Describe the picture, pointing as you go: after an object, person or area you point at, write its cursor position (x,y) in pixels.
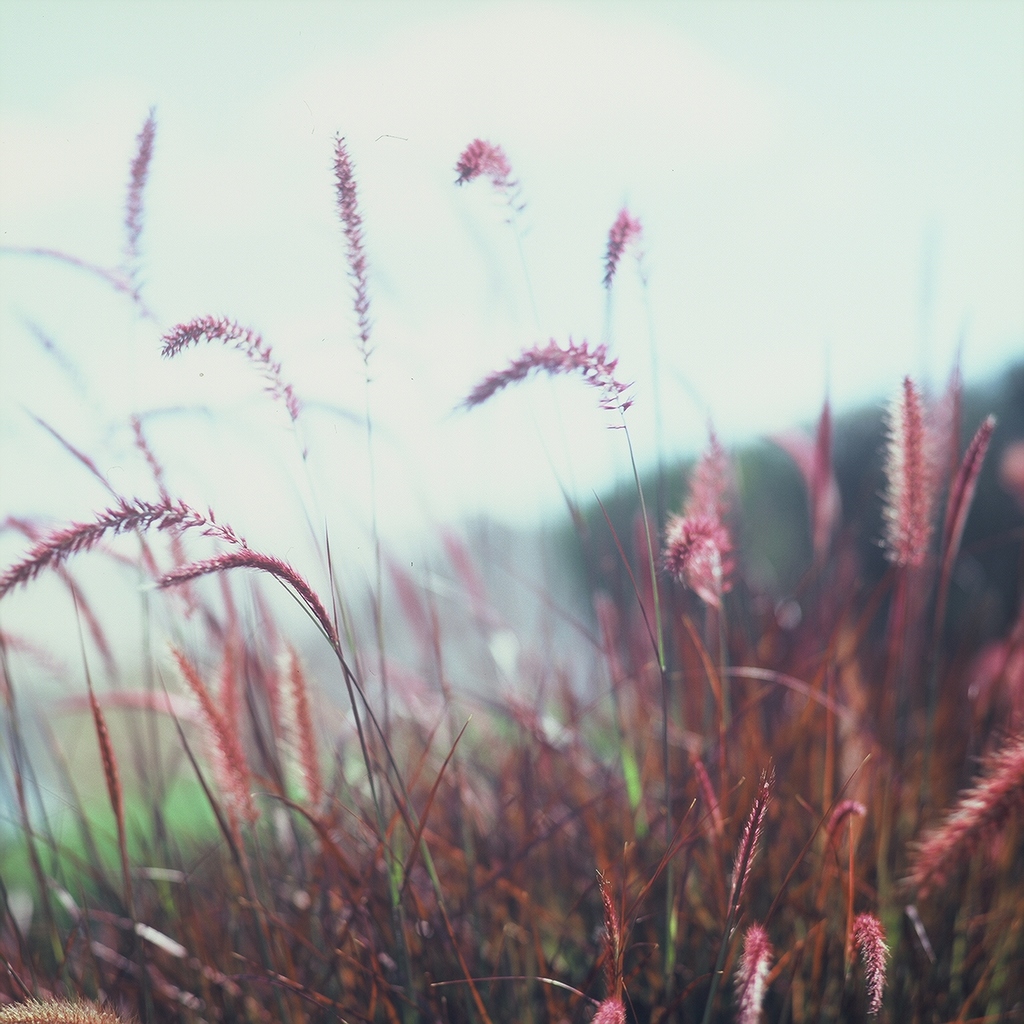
In this image I can see the grass (466,833) which is in maroon color. In the background (452,619) I can see the trees (654,483) and the sky (401,306).
